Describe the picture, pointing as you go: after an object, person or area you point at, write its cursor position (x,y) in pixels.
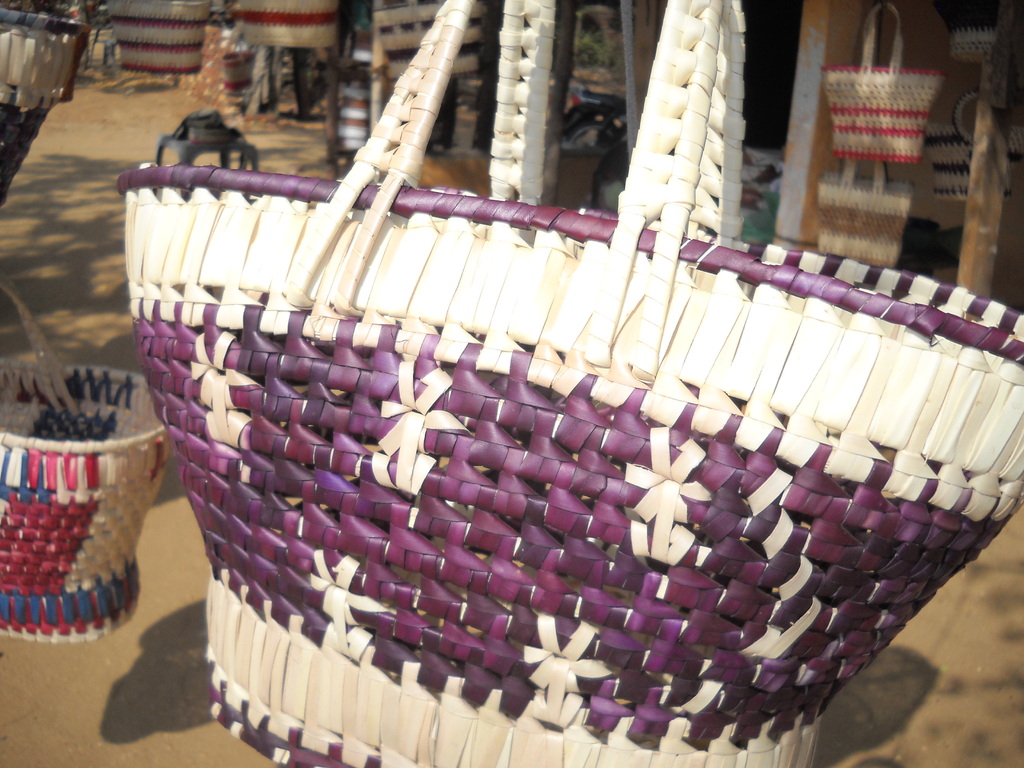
In this picture we can see few baskets (478,406).
